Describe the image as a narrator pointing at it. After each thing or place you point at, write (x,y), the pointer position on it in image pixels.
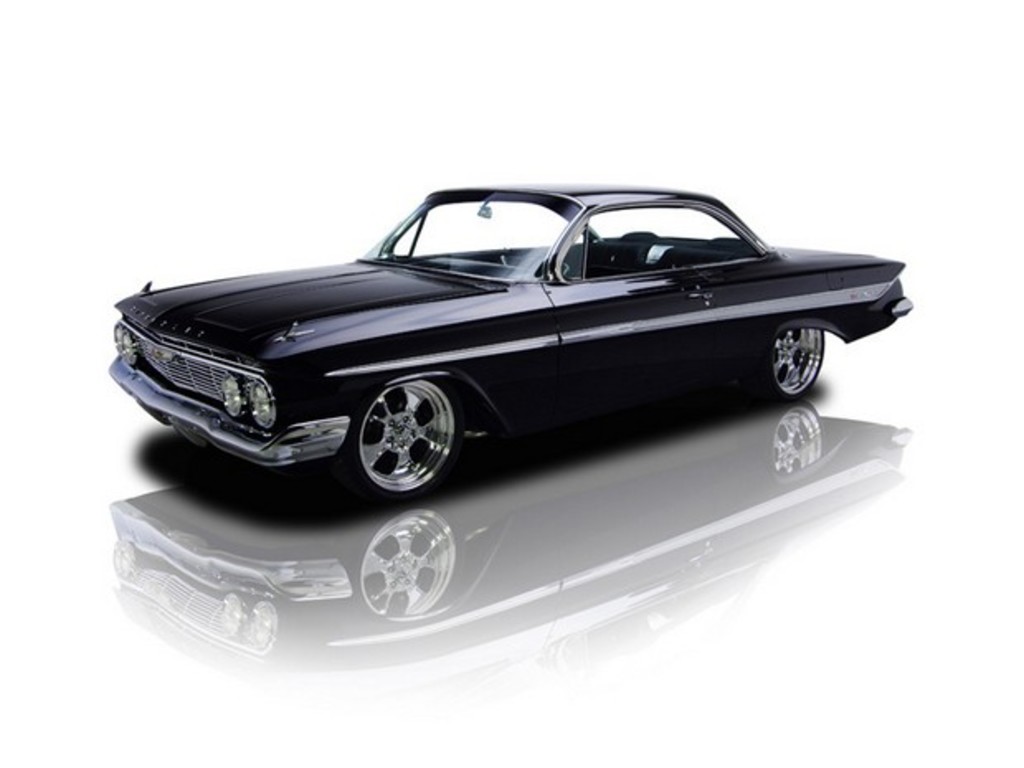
Here we can see a black vehicle (486,252). Background (900,232) it is in white color. On this white surface (523,586) there is a reflection (449,598) of this vehicle (623,388).
